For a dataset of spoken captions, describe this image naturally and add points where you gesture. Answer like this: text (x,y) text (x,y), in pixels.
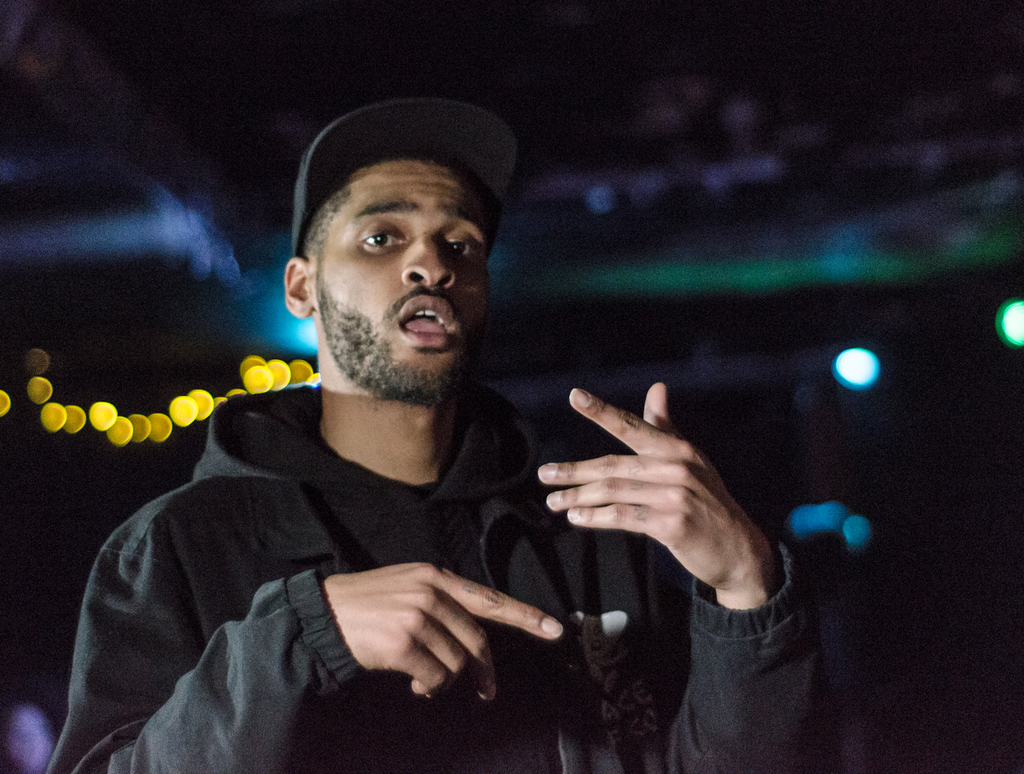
In this image I can see a person (270,524) wearing black colored hoodie (191,546) and black cap (408,140) and in the background (295,352) I can see few lights (37,388), few other blurry objects (165,206) and the dark sky (345,66).
